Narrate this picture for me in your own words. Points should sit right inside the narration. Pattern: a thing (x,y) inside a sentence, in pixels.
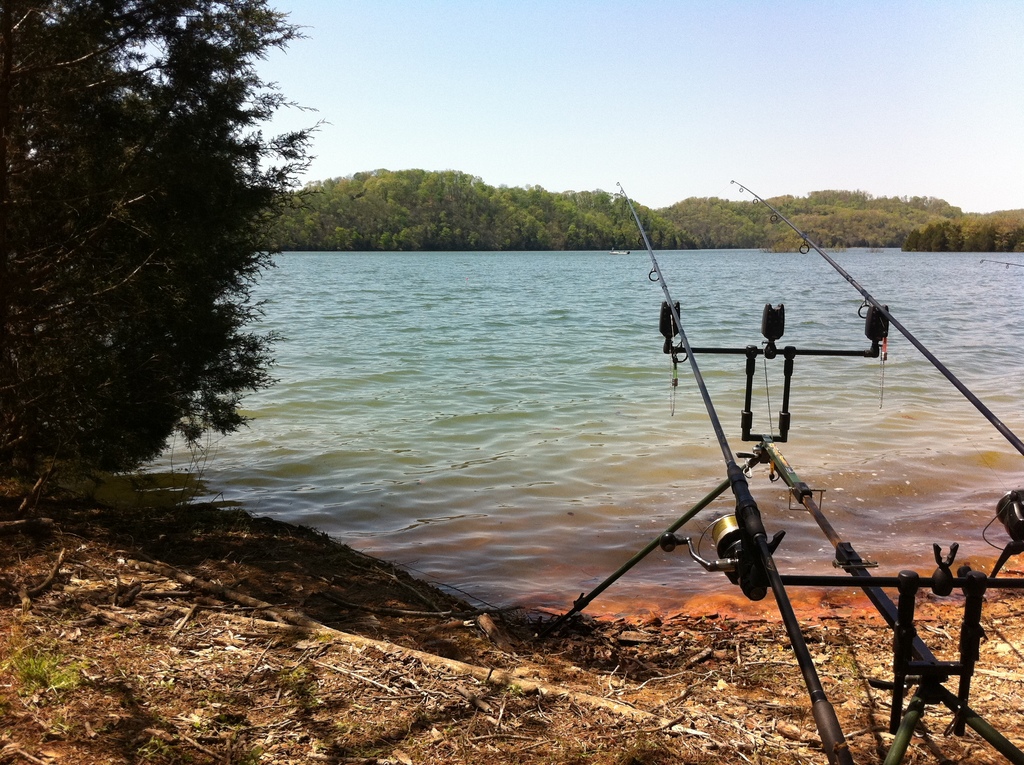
In the center of the image (533,338) there is a water (559,287). On the right side of the image (918,681) we can see fish catcher (857,560). On the left side of the image (85,296) there is a tree (63,385). At the bottom (65,640) we can see ground (52,605). In the background (856,217) we can see trees (524,221), water (329,257) and sky (523,85).
